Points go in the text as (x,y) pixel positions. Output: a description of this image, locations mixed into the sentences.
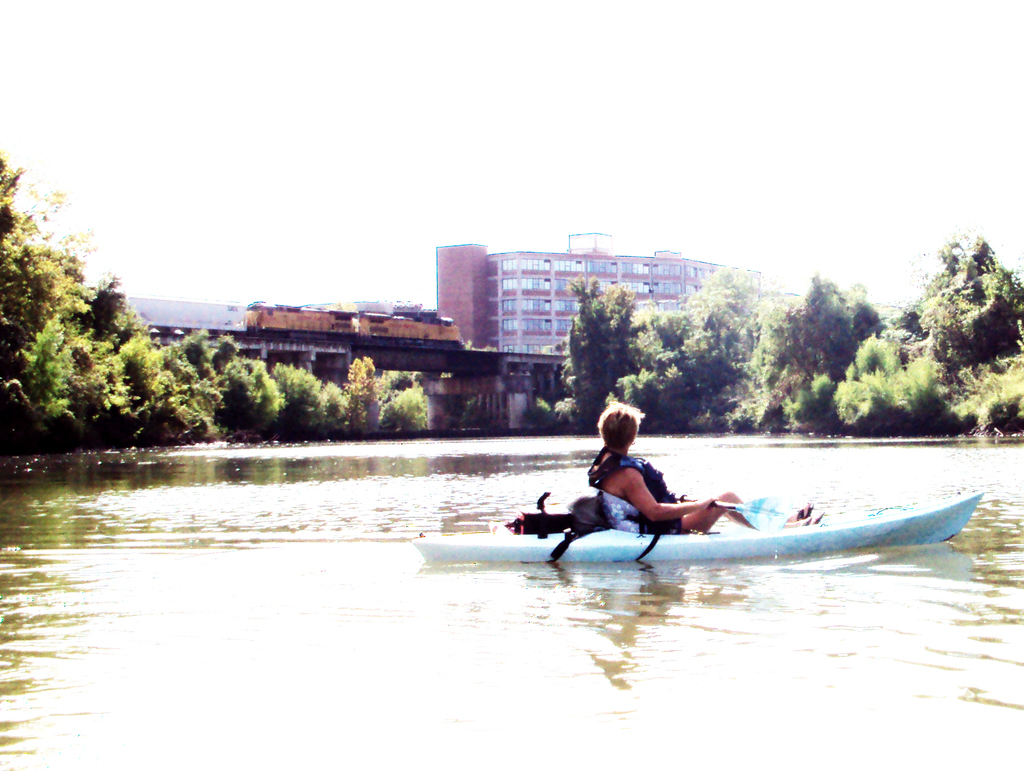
In this image there is the sky (443,124) towards the top of the image (324,119), there is a building (677,292), there is a bridge (365,347), there is a train (336,322) on the bridge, there are trees (855,365) towards the right of the image (815,365), there are trees (194,378) towards the left of the image (281,371), there is water (510,669) towards the bottom of the image (624,650), there is a boat (608,544) on the water (924,501), there is a woman (610,490) sitting on the boat (829,533), she is holding an object (758,509).
